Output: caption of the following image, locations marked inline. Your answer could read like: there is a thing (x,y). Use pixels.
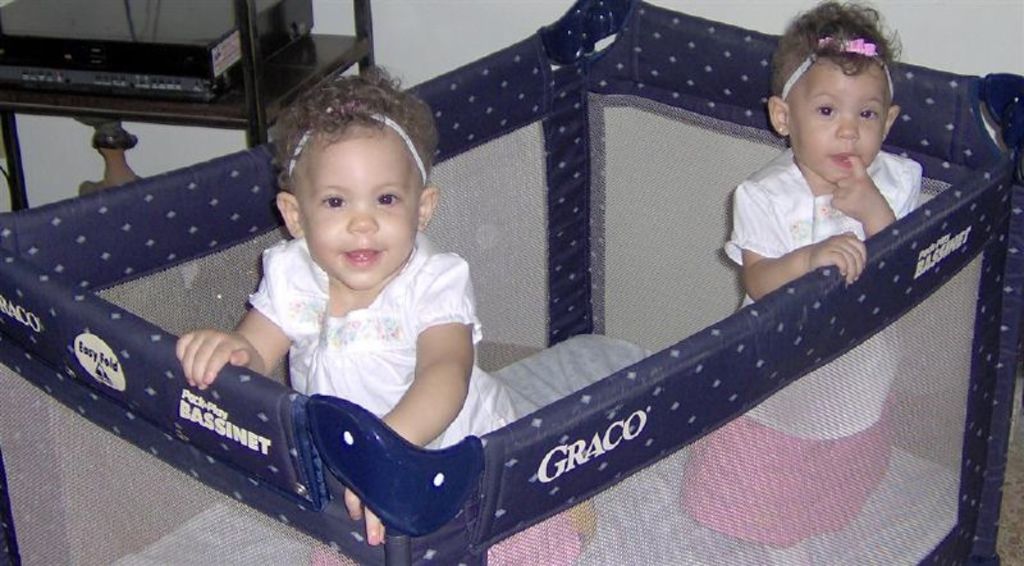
In this picture there are two small girls (385,189) in the image, inside a cradle (263,225) and there is a video player (106,41) on a desk (225,120) at the top side of the image (235,64).
